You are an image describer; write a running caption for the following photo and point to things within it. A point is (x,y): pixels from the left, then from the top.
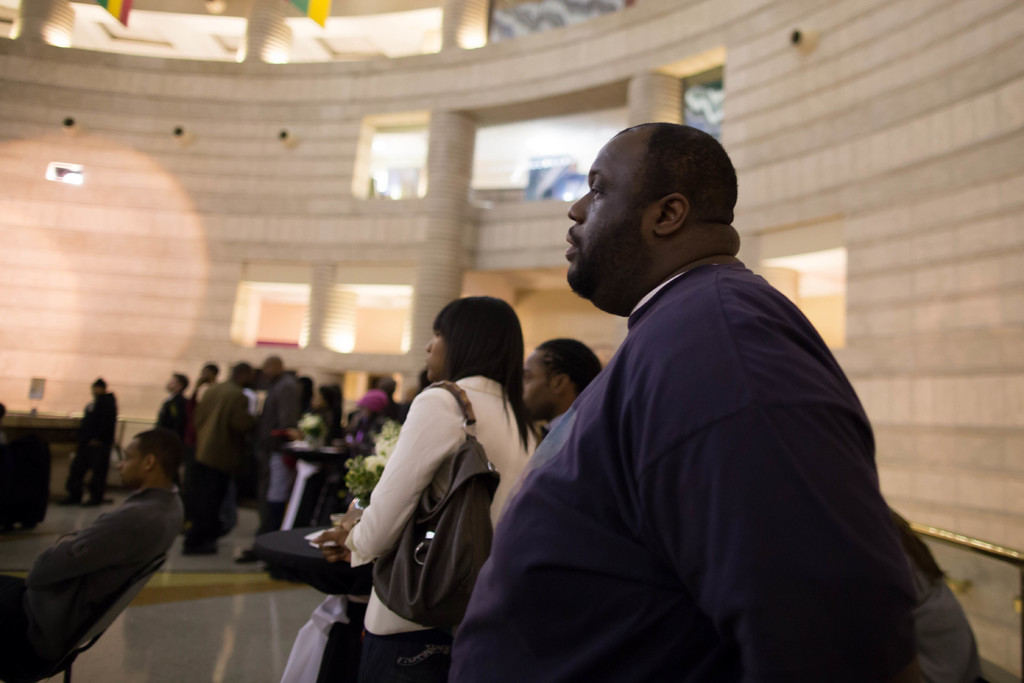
This is the picture of a building (876,418). In this image there are group of people (348,437) standing. On the left side of the image (163,533) there is a person (48,633) sitting on the chair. There are flower vases (386,434) on the table (324,608). At the top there are flags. At the back (132,286) there are lights (216,4) on the wall (105,95).
